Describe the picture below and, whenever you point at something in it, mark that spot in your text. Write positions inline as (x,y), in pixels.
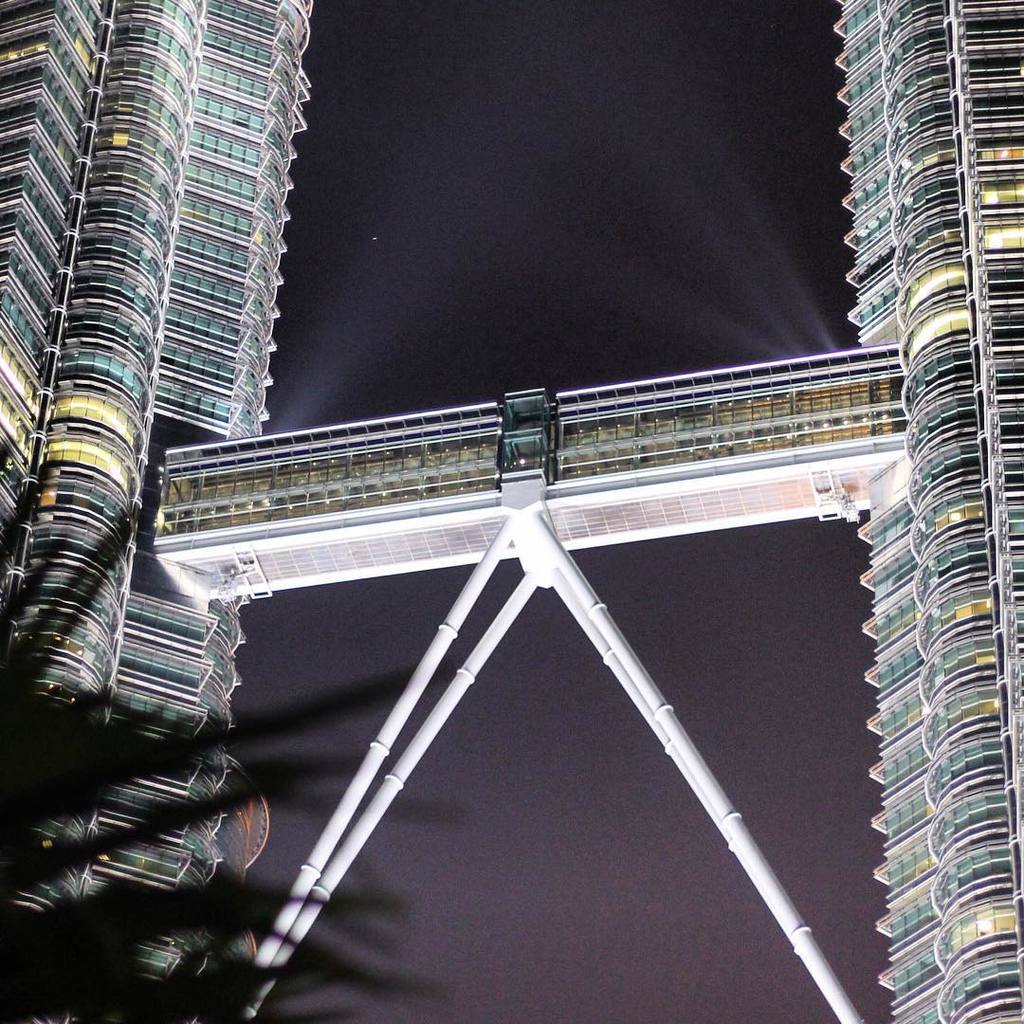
In this given picture, I can see two big buildings (256,216) between the buildings (161,480) i can see a bridge (581,542) which is built and fixed to both the buildings (915,376) and towards my left i can see multiple windows (214,13) and towards my right we can see multiple windows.
